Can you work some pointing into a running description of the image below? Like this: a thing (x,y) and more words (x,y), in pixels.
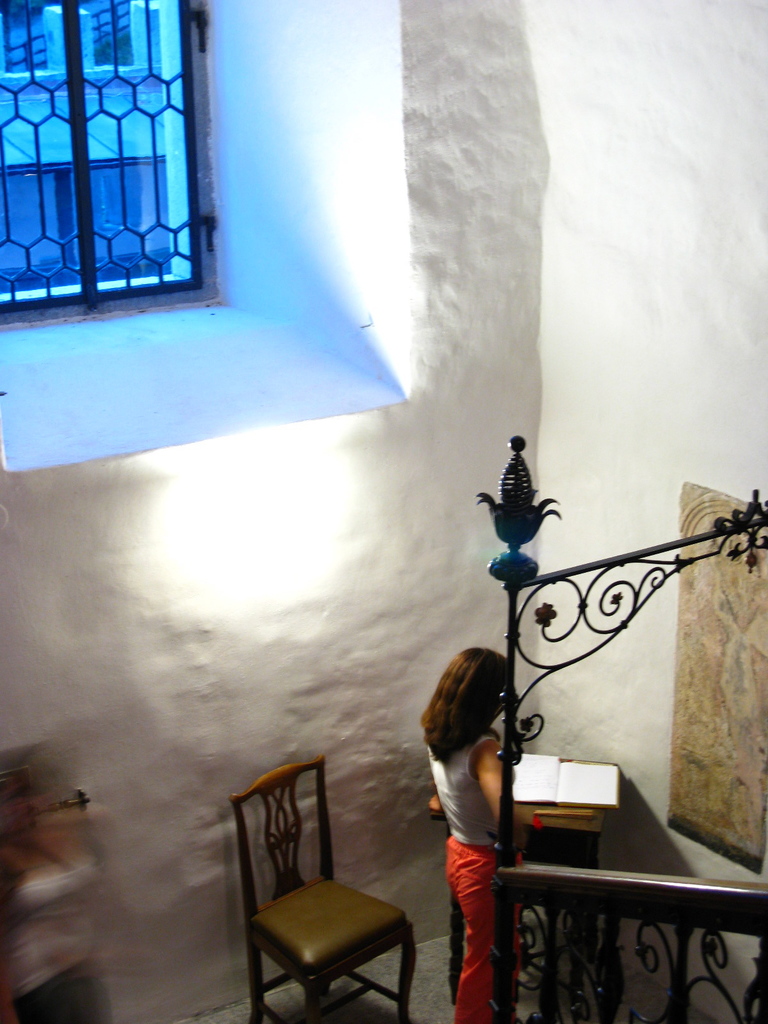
Here we can see a girl (433,725) is standing, and here is the chair (325,853) and here is the desk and book (568,768) on it, and here is the wall (170,594), and here is the window (85,55).
